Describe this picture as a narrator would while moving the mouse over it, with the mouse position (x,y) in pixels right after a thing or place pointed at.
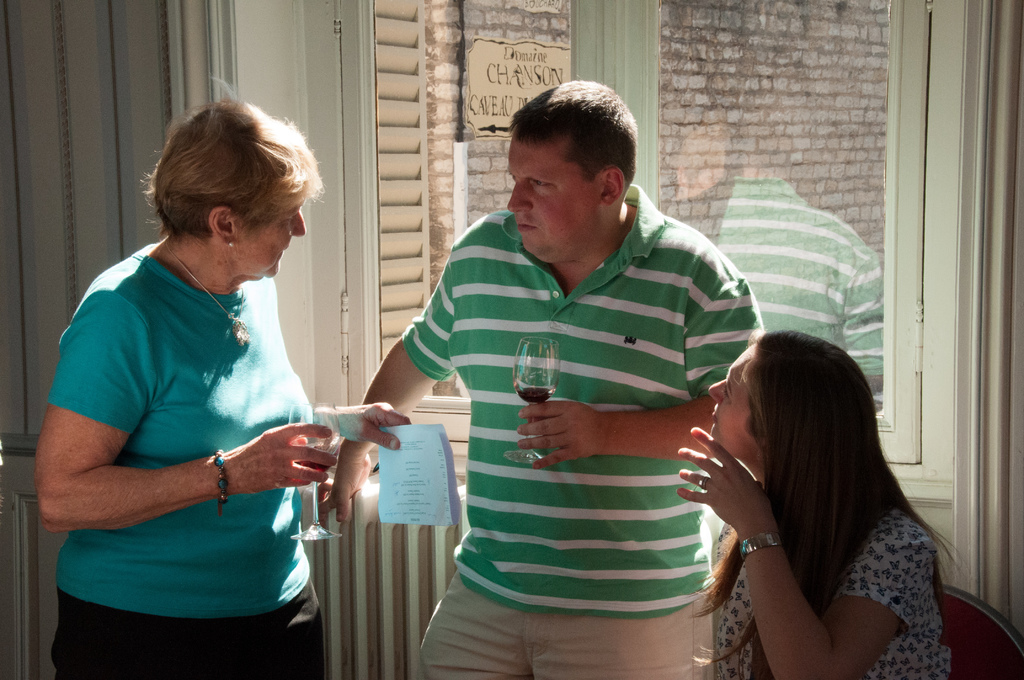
In this picture we can see a person (545,418) holding a glass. We can see a woman (359,408) holding objects (416,445) in her hands (353,430). We can see a person (847,570) sitting on a chair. There are glass objects (507,103). Through these glass objects (796,307), we can see the text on the board (495,48) and a wall (727,56) in the background (707,55).
